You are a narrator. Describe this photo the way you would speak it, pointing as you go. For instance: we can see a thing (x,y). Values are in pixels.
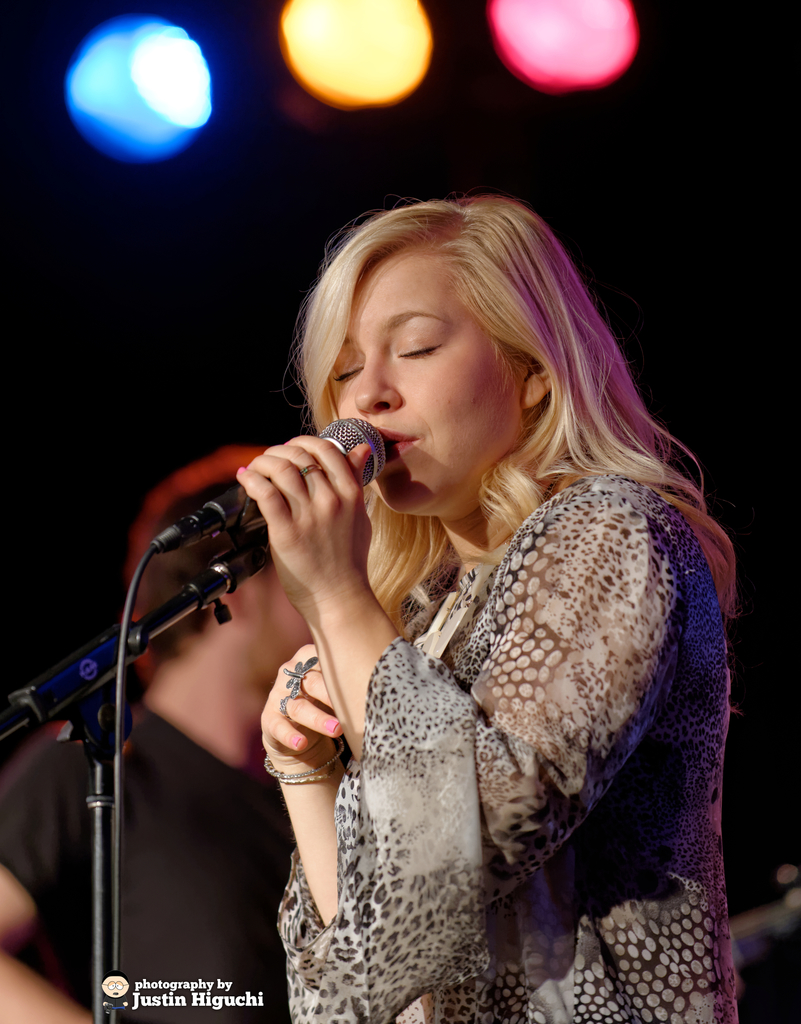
In the image we can see there is a woman (470,682) who is standing and in front of her there is a mic (371,440) with a stand (246,523).
